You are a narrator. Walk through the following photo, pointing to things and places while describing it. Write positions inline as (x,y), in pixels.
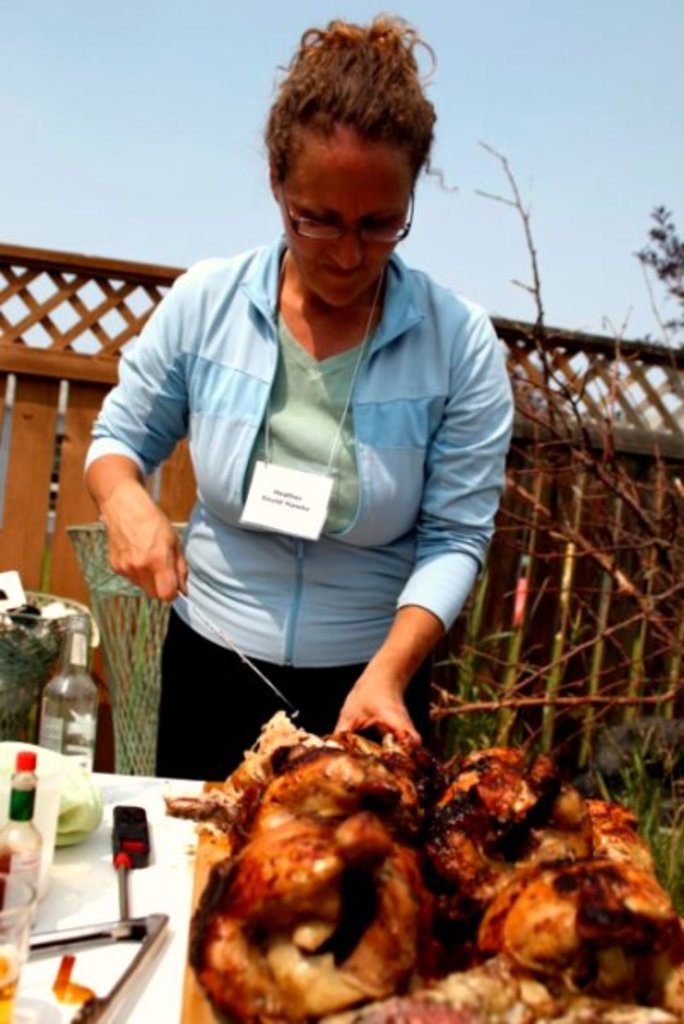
Here we can see a woman (366,530) is standing, and holding something in the hand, and in front (407,806) here is the table (76,973) and some objects (48,754) on it, and here is the sky (225,91).
